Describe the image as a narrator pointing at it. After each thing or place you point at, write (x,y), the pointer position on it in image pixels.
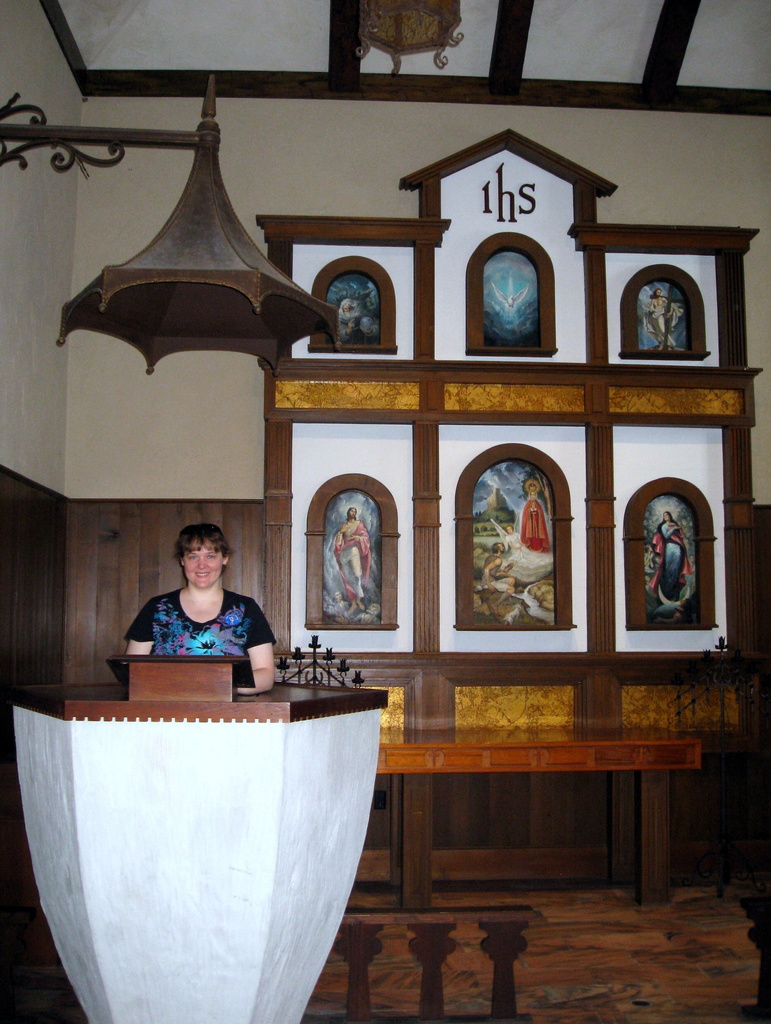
This image consists of a woman (203,594) standing near the podium (258,767). She is wearing a black T-shirt (231,618). In the background (632,583), we can see frames (572,520) fixed on the wall (162,383). On the left (179,223), there is a light (107,287) fixed to the wall (132,215). At the top (355,38), there is a roof (512,81). At the bottom (602,1011), there is a floor (602,1011).
